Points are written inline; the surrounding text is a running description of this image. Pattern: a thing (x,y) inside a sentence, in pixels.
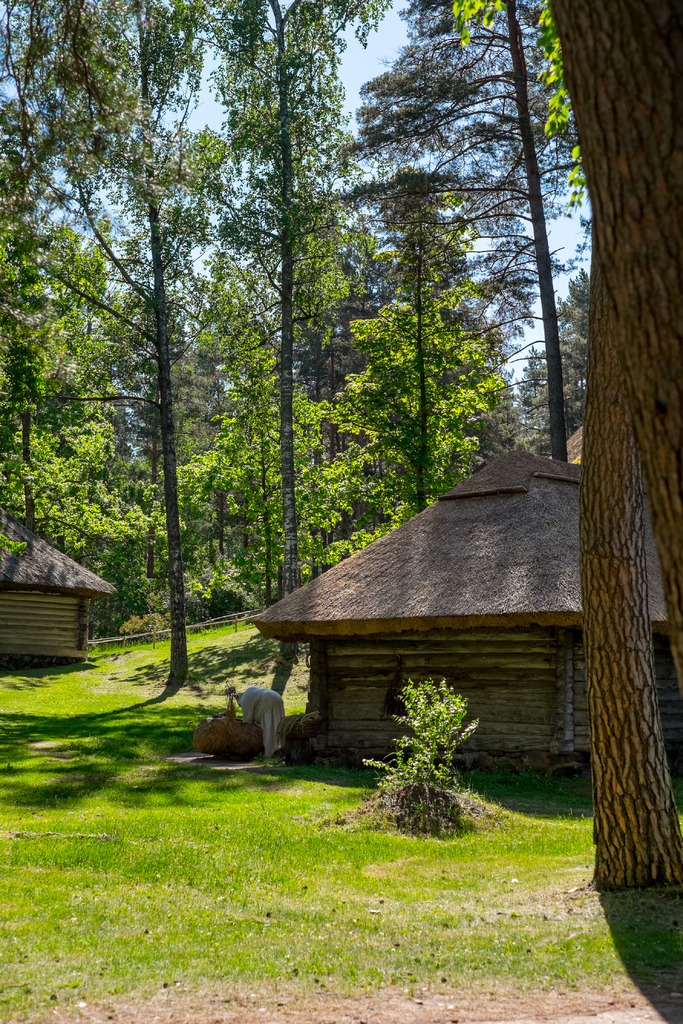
In the picture I can see trees (336,528), huts (318,627), plants (152,639) and the grass (262,832). In the background (344,184) I can see the sky (350,180).
